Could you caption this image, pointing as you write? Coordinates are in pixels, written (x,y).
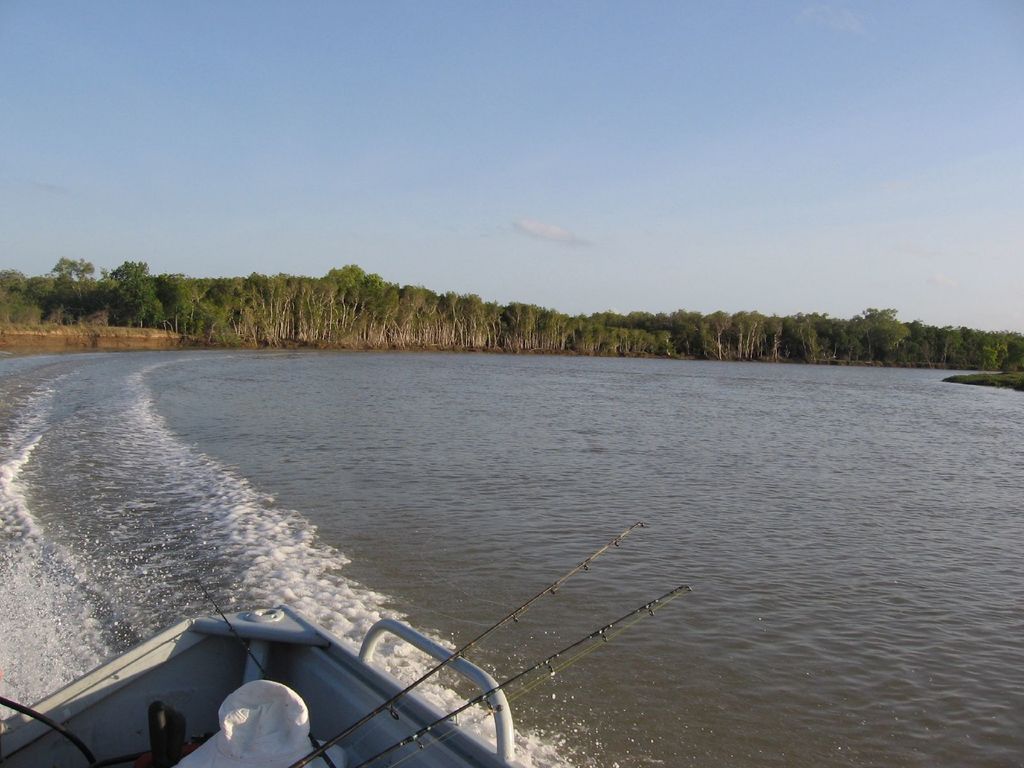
In the foreground of the image (242,568) we can see the boat (254,651) and water body (543,473). In the middle of the image (349,277) we can see the trees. On the top of the image (466,128) we can see the sky (396,85).
